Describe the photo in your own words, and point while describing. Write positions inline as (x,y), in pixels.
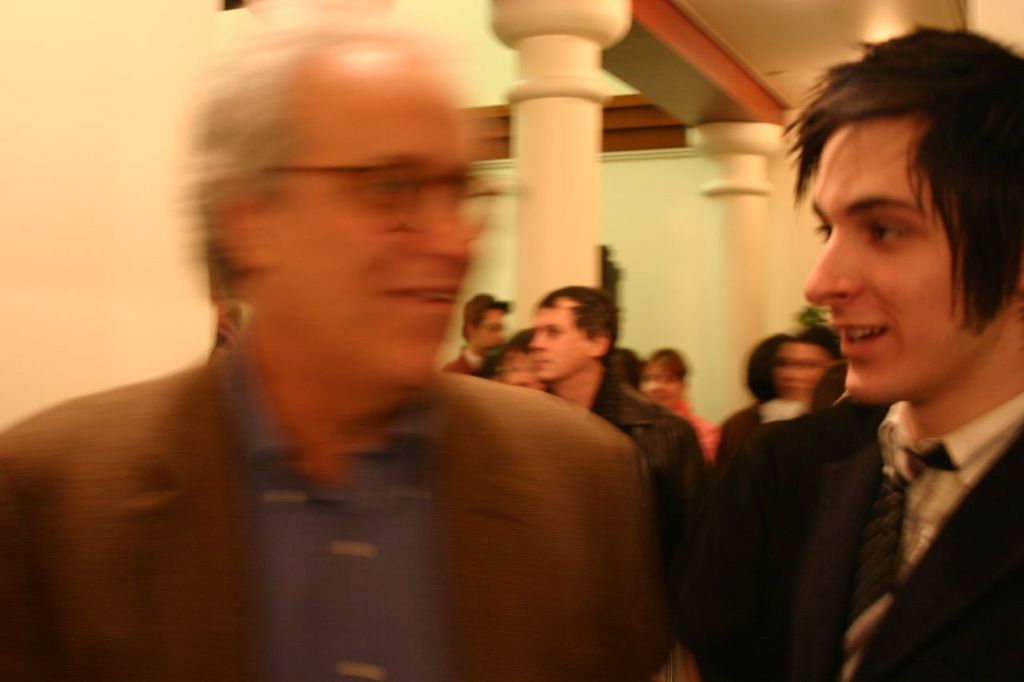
In the picture we can see two men (932,341) are standing and they are wearing blazers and looking to each other and smiling and behind them also we can see some people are standing and near the pillars (764,257) and to the ceiling (759,28) we can see a light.
